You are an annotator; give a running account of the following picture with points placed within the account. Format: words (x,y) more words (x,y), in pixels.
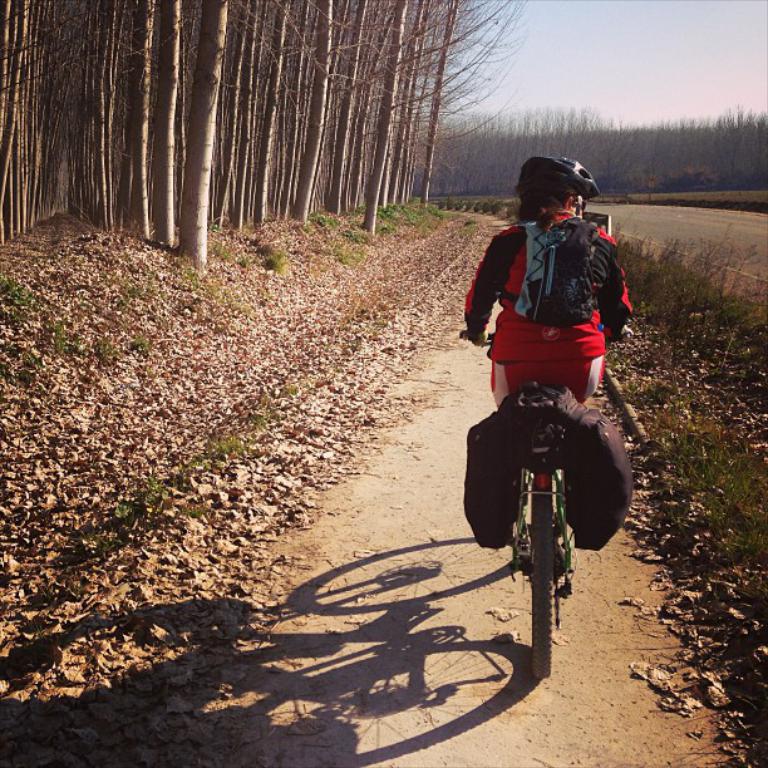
In this picture we can see a person (538,367) is riding a bicycle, this person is wearing a backpack (561,283) and a helmet (541,188), in the background (366,217) there are some trees (470,185), we can see grass (152,503) and leaves (192,443) at the bottom (177,537), there is the sky (689,7) at the top of the picture (687,25).
